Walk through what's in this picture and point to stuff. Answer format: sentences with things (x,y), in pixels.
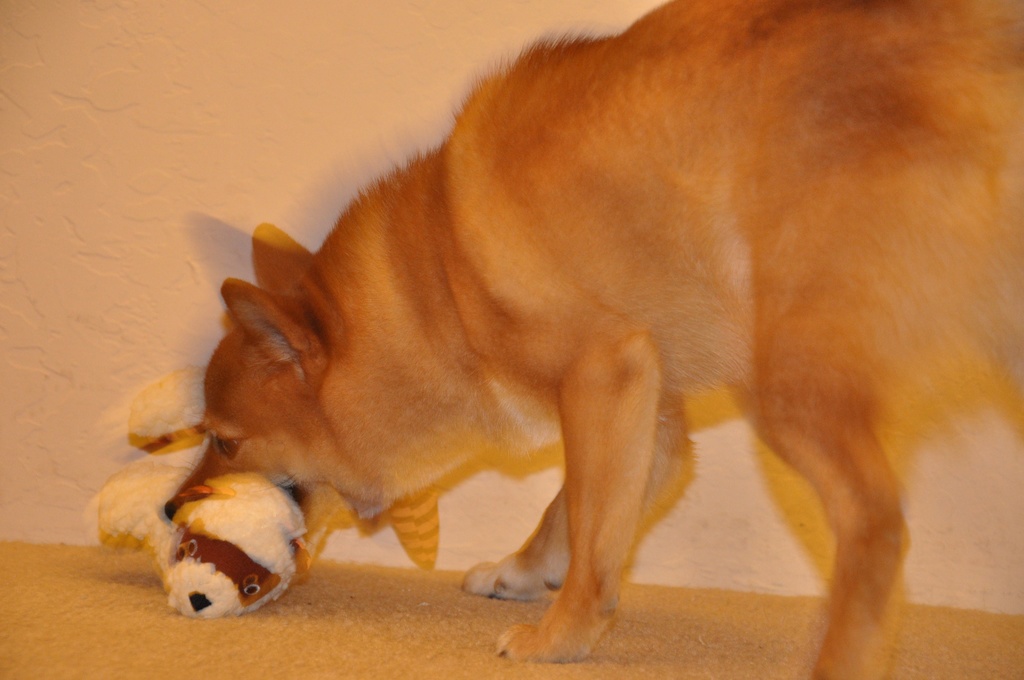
Here in this picture we can see a dog (362,370) holding a toy (175,531) in its mouth (184,495), which is present on the floor (81,647) over there.
